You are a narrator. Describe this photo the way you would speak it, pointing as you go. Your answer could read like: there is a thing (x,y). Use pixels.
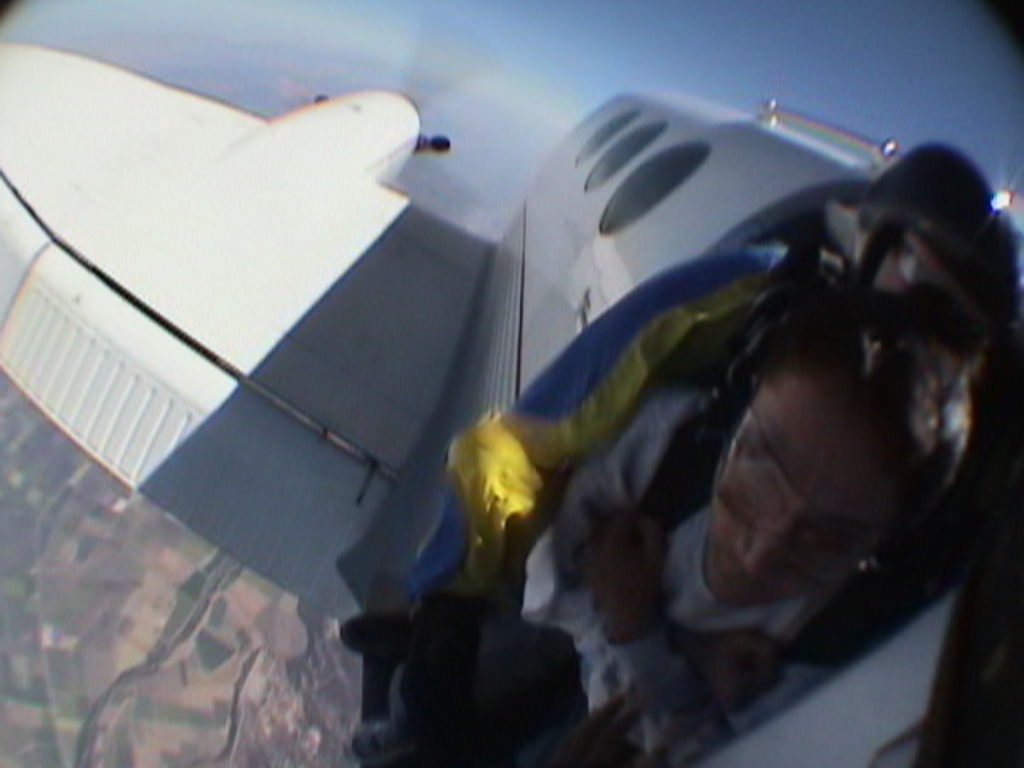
In this image I can see an aircraft (338,392) flying in the air (503,32) and I can see the person (708,553) in the aircraft (432,353). In the background (170,556) I can see the ground (19,615) and the sky (531,145).
